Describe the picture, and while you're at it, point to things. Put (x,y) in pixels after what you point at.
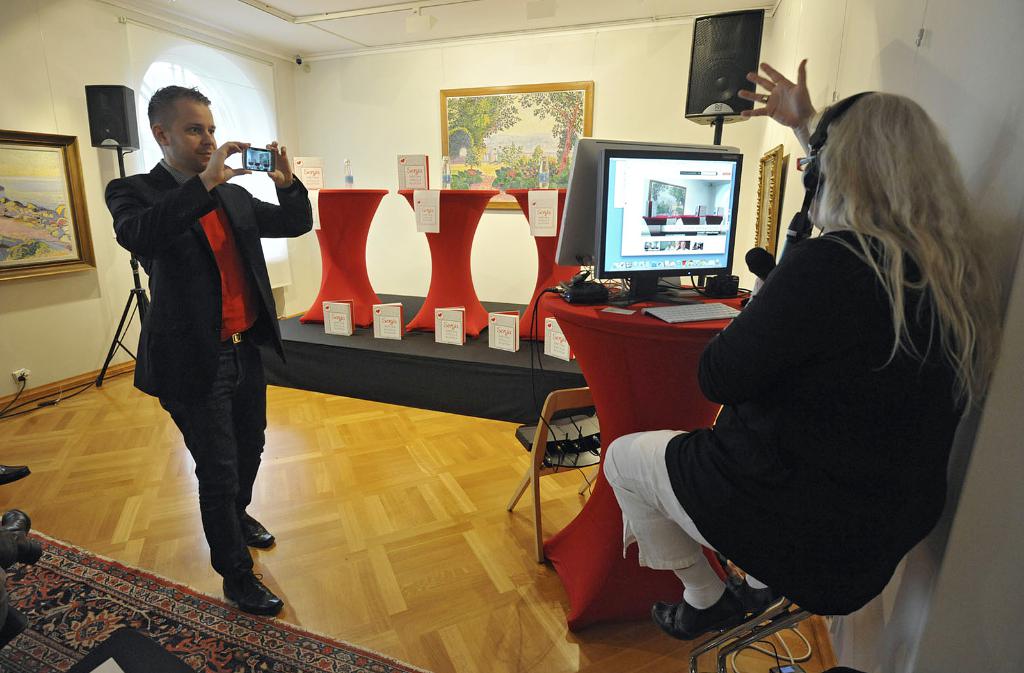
In this image a woman (803,462) is sitting on the chair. Before her there is a table (663,346) having monitors (650,257), keyboard (678,306) and few objects (718,278). There are books (464,323) on the stage (452,364) having tables (545,270). On the tables (479,213) there are bottles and few objects (416,178). Left side (204,353) there is a person (164,223) standing on the floor (374,495). He is holding a mobile (258,147). There are picture frames (79,166) attached to the wall (111,166). Left side person's legs (2,622) are visible. There is a chair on the floor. There are sound speakers (709,88) on the stand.
